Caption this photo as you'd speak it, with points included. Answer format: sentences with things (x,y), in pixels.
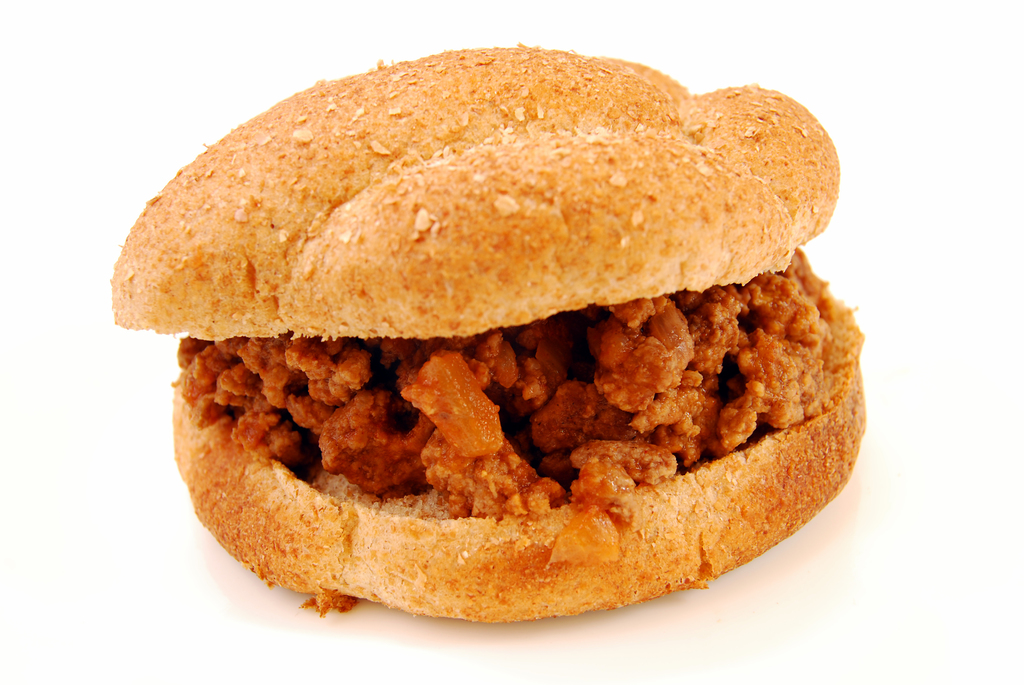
In this picture I can see a burger (510,411) and I can see white color background (107,240).
